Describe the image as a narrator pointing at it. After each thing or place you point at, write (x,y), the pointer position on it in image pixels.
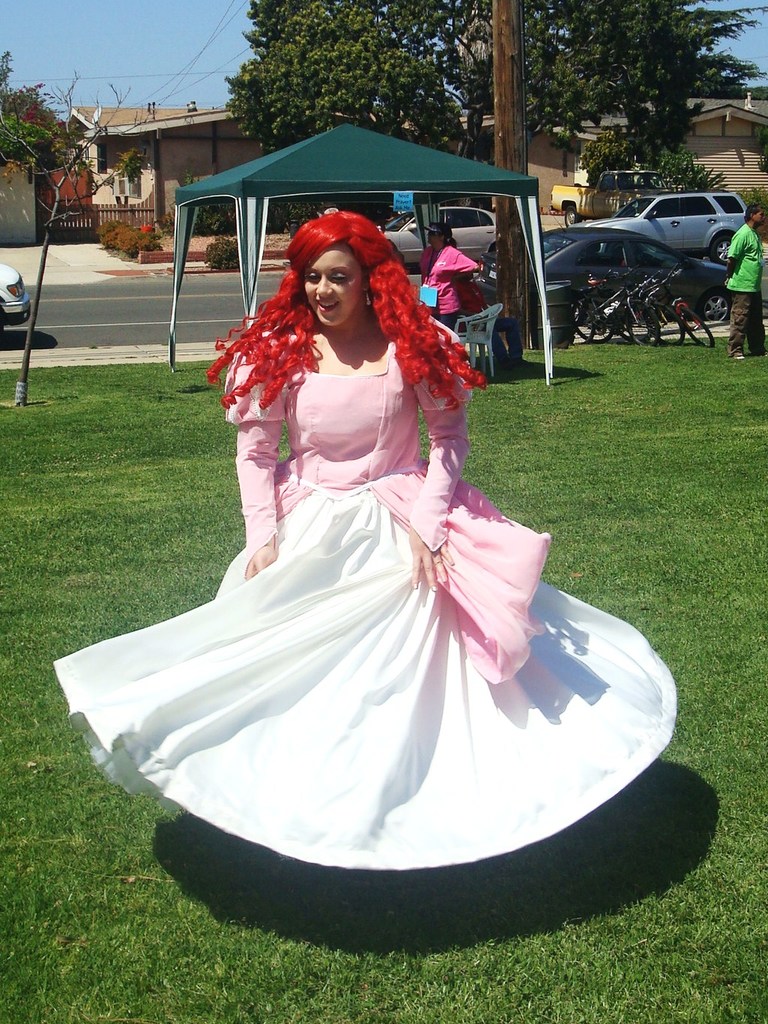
In this picture there are people (363,226) and we can see grass (673,513), tent (427,169), vehicles (592,295), road (90,297), pole (517,132) and plant (1,110). In the background of the image (202,233) we can see houses (156,200), trees (444,124), plants (9,97), fence (104,206) and sky (127,68).
